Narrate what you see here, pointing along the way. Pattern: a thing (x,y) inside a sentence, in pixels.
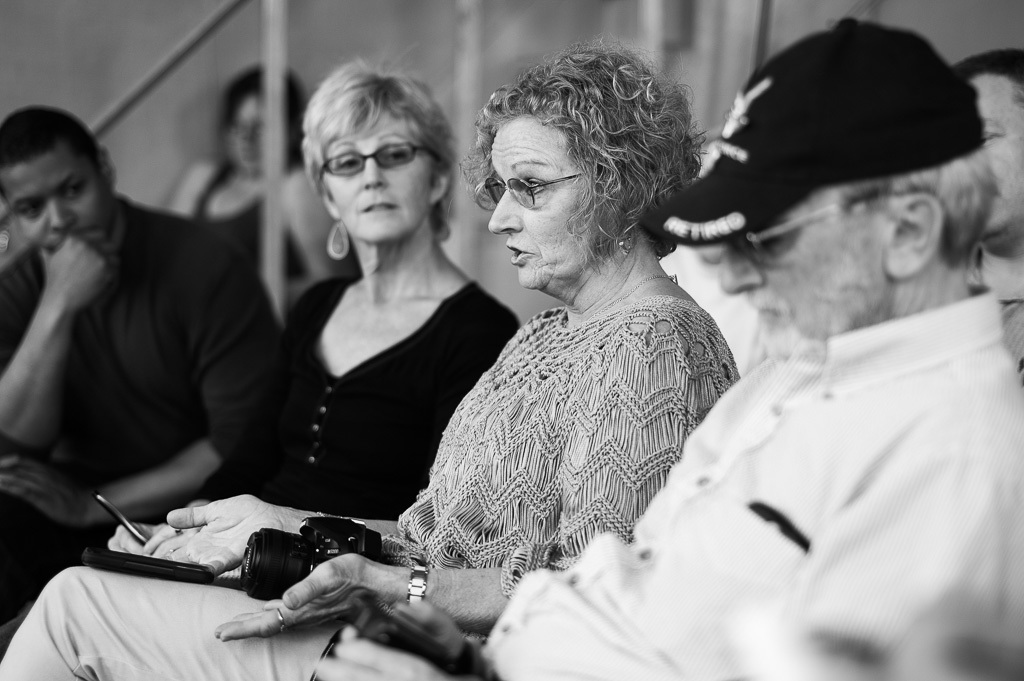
In this image I can see few people (494,212) are sitting. Here I can see two of them (353,196) are wearing specs (504,184) and one is wearing a cap (768,159). I can also see camera (316,519) over here and I can see this image is black and white in colour.
